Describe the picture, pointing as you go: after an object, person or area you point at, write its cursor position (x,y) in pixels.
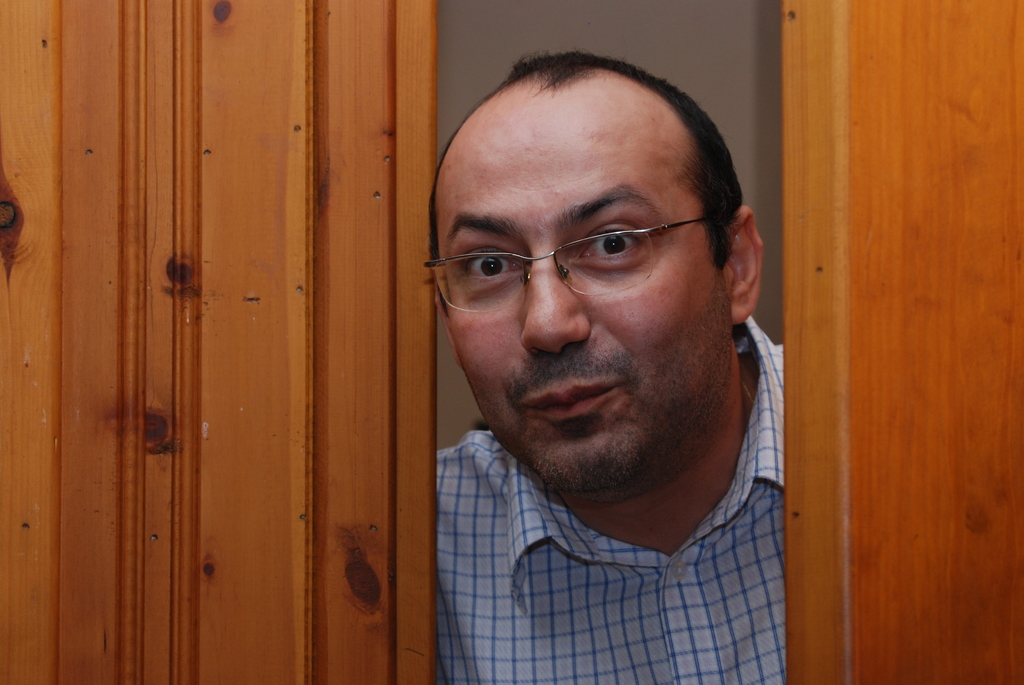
In this image we can see one man (580,501) with spectacles (645,274), one white object (659,28) looks like a wall (703,40) behind the man (676,274), two wooden objects (792,107) looks like doors (912,170) on the right (814,157) and left side of the image (225,209).
